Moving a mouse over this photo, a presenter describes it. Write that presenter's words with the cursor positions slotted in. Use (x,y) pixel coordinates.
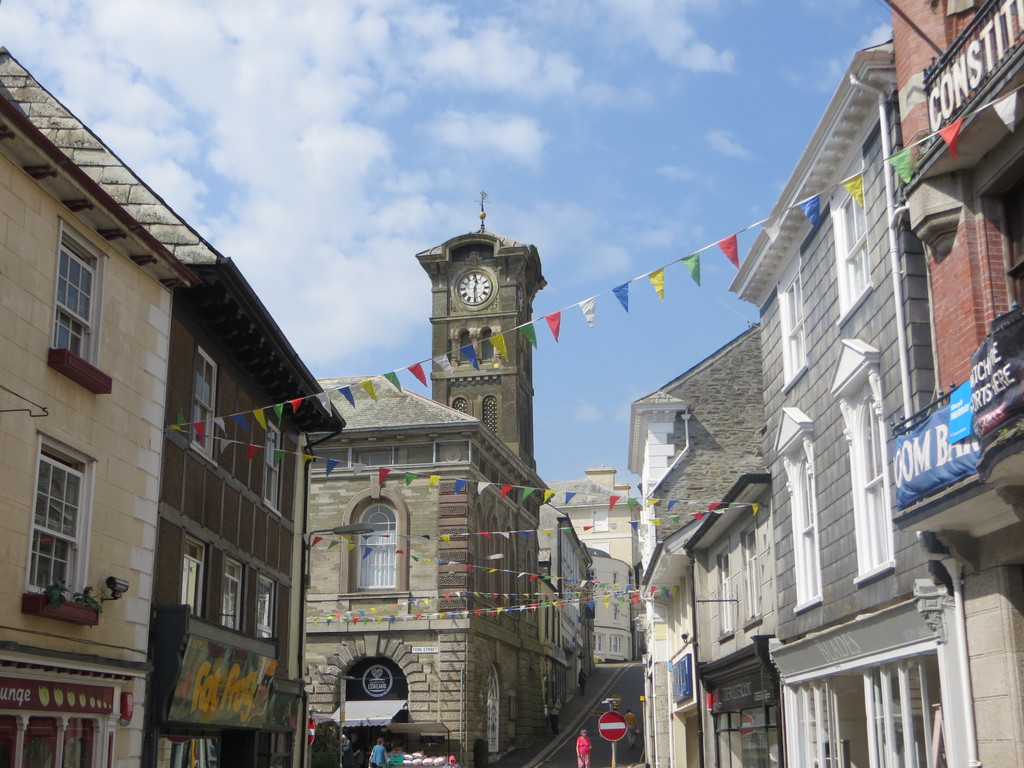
In this image we can see the buildings (772,374), clock tower (506,266) and also the color flags (253,452). We can also see the sign board pole (622,726) and also people (556,720) on the road (641,668). At the top (373,108) we can see the sky (342,187) with the clouds (353,99).
